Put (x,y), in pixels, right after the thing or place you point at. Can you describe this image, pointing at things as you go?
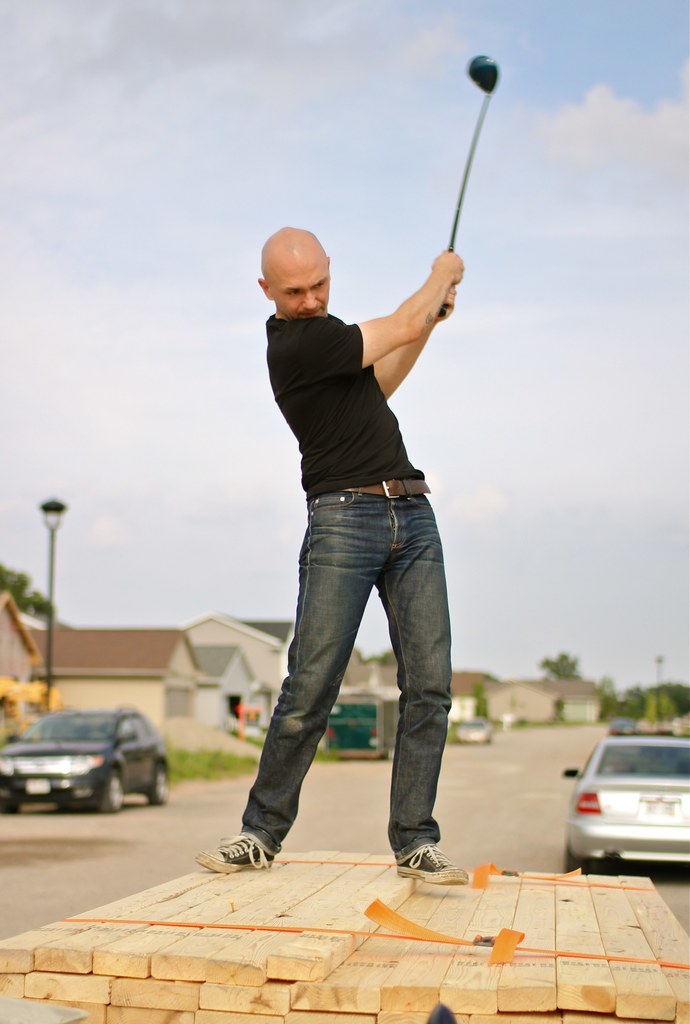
In this picture there is a man (293,694) standing on wooden planks (379,857) and holding a stick (452,244). In the background of the image (688,801) we can see vehicles (682,806) on the road (505,758), grass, trees (574,665), houses (548,685), poles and sky (539,331) with clouds (528,331).
